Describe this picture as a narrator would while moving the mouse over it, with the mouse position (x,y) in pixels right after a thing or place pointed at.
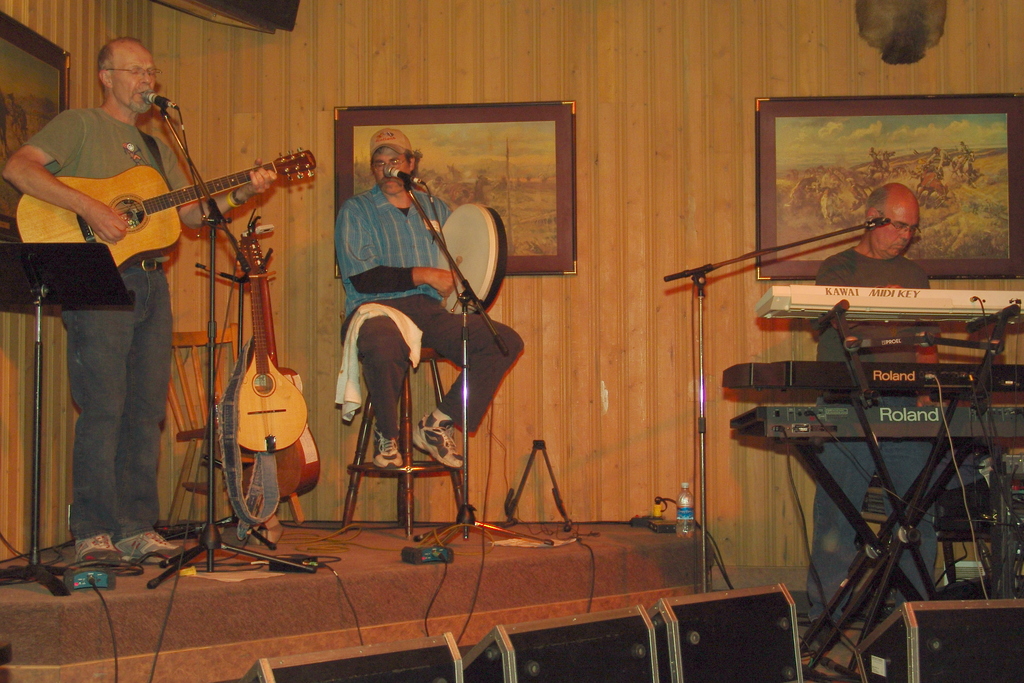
In this picture we can see three men (201,222) where one is sitting on stool (406,417) and playing drum (459,238) and other is standing on stage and playing guitar (144,168) and here person (888,265) playing piano (823,370) and they are singing on mics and in background (261,134) we can see wall (667,149), frames (519,172), chair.
